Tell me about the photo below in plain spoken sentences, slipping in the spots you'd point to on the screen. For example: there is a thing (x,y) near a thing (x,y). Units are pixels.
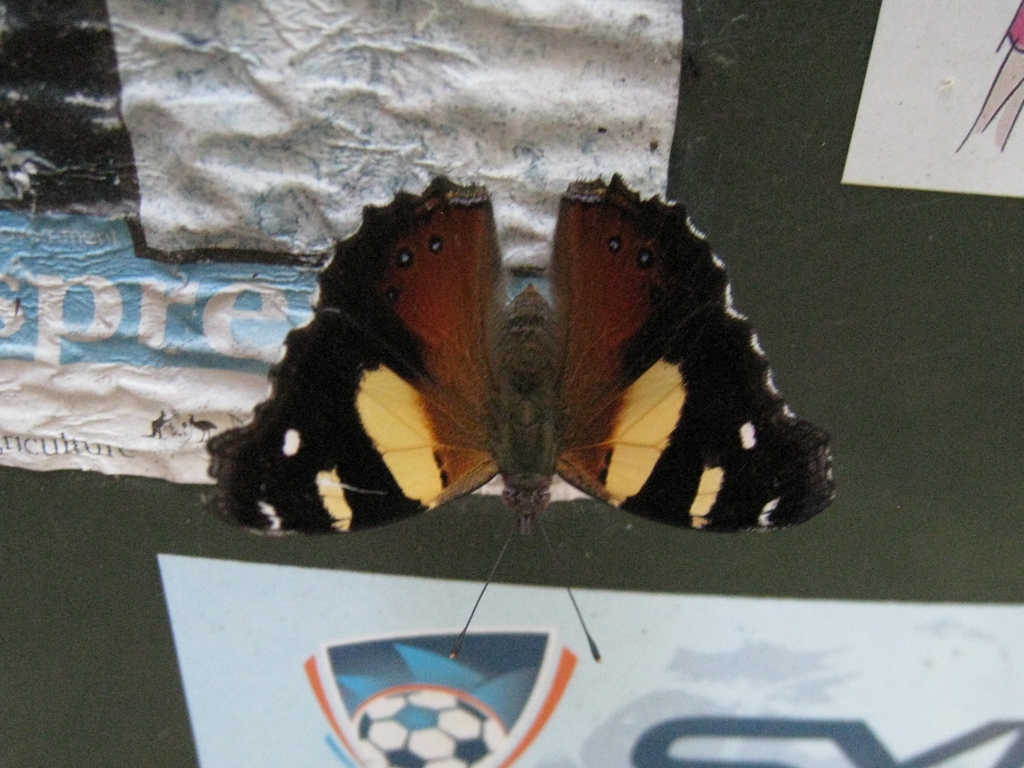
In the center of the image (462,309) there is a butterfly (543,420). In the background of the image (117,528) we can see a wall (890,403) and papers (471,108) are present.
